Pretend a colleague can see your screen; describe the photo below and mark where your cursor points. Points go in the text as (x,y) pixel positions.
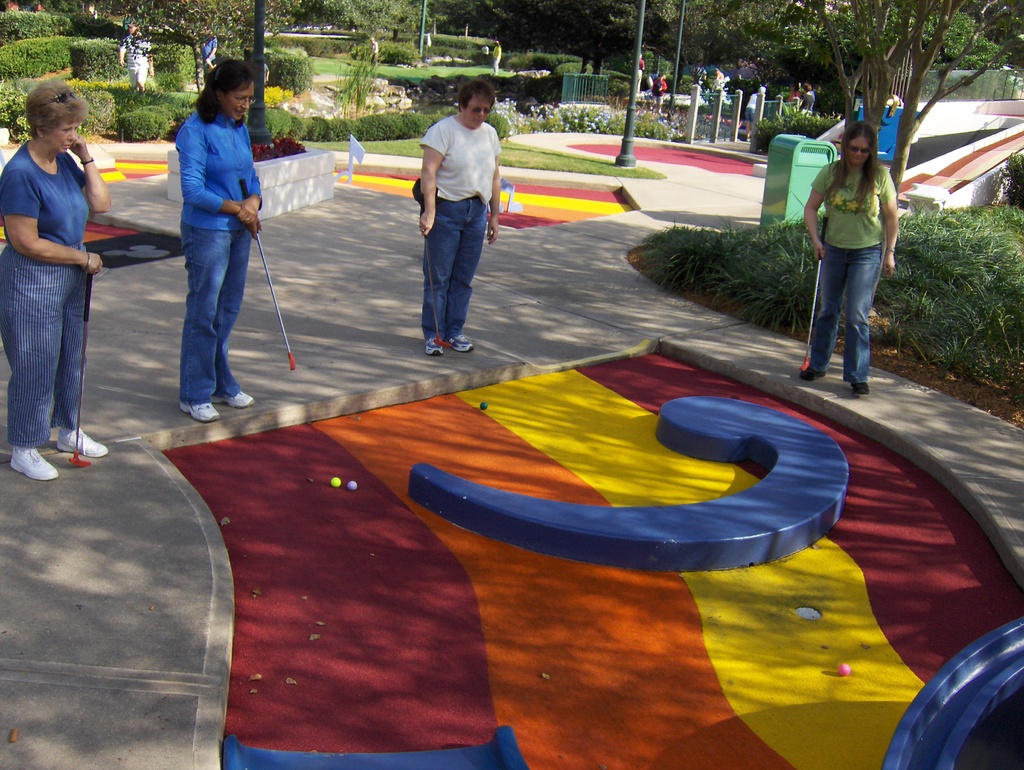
This is a golf area (658,691) with balls (844,667). These people (20,330) are holding golf bats (812,314). Background (821,6) there are trees (720,21), people (123,55), plants (722,260) and poles (629,116).
